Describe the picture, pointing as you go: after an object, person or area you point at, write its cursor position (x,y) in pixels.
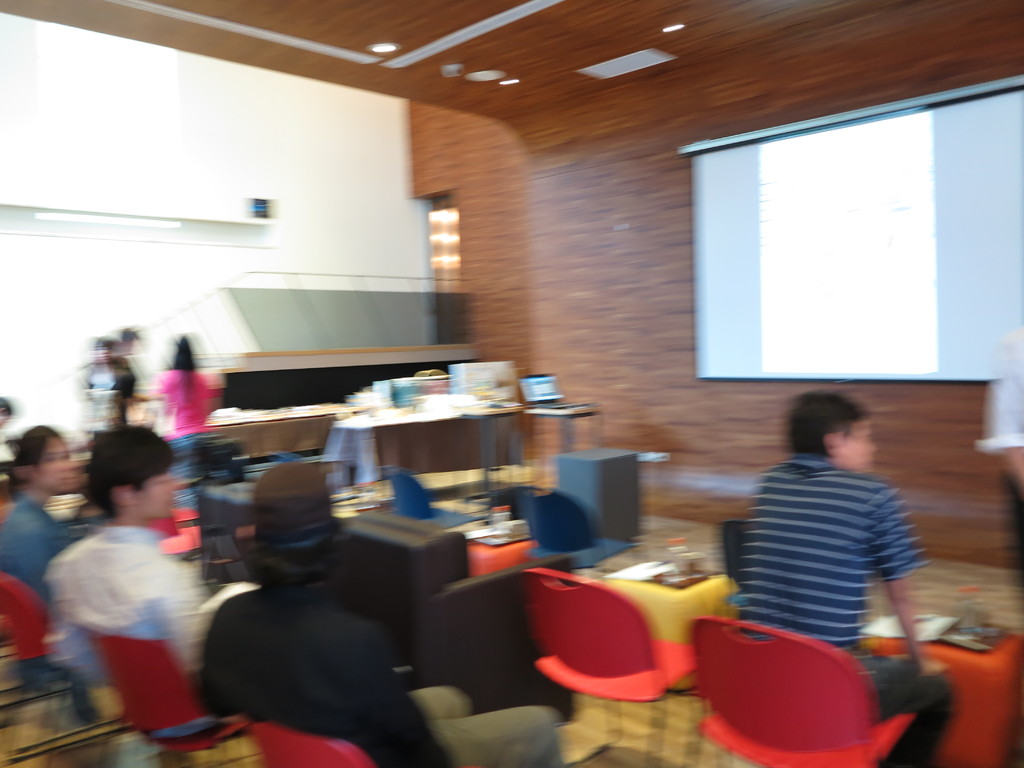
In this image we can see people (748,575) are sitting on red color chairs (1,649). In the background of the image (739,468), we can see board (757,245), wall (498,209), table (424,406), laptop (531,381), people (103,388) and so many objects (525,493). There is a roof (721,43) at the top of the image (595,34).
